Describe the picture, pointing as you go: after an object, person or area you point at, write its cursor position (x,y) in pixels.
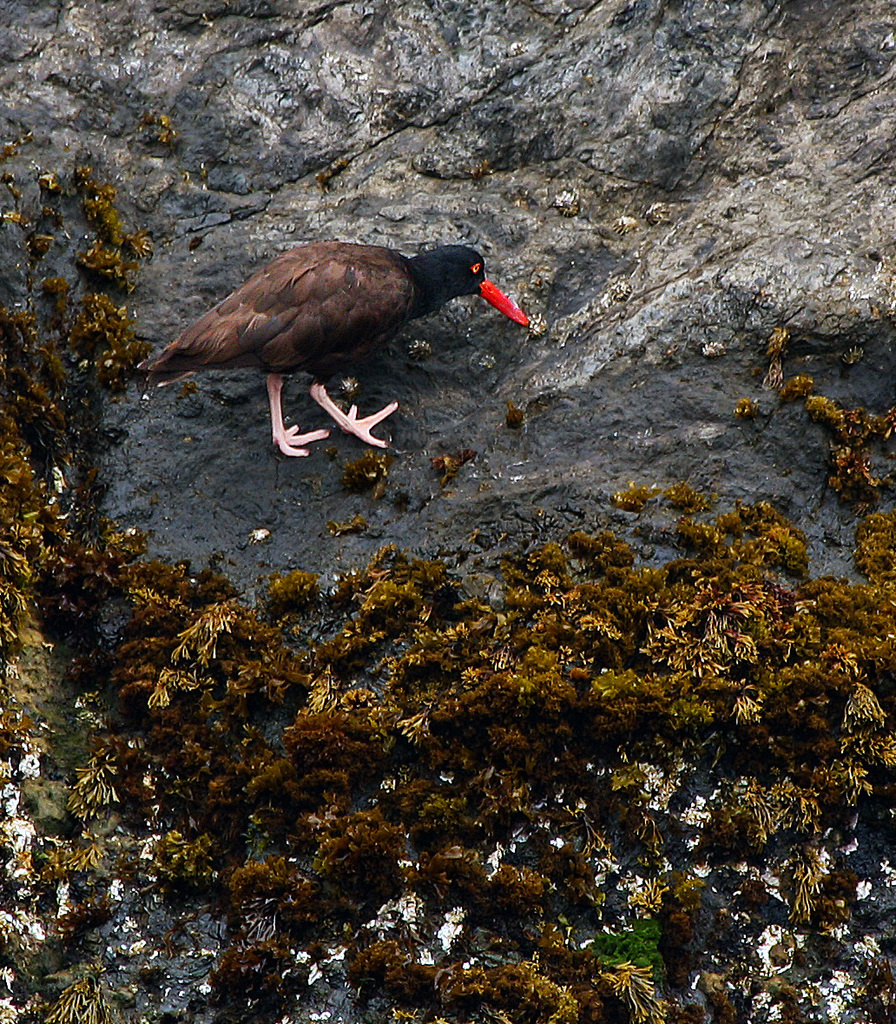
In this image I can see the grass (239,638) on the bottom of the picture (468,747) and I see a bird (271,378) in the middle of the picture (369,347) and I see the stone (386,193).
